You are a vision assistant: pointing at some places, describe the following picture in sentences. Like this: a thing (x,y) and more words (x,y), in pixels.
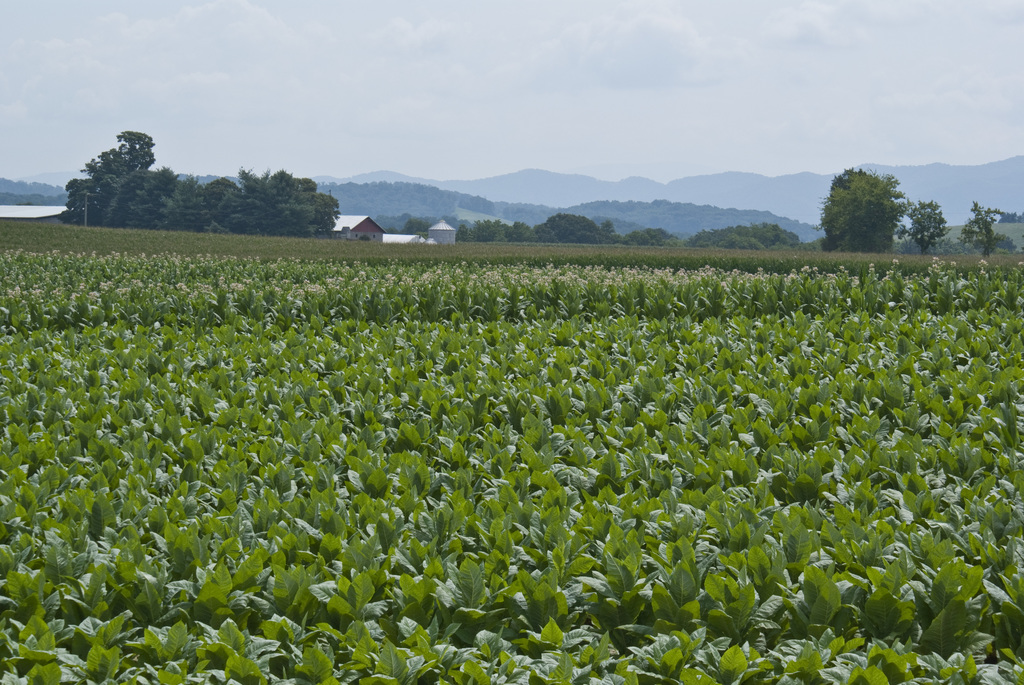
In the picture we can see a crop surface (914,516) with full of plants (922,501) and far away from it, we can see some trees (295,219), houses (436,234), and behind it also we can see full of trees (478,239), hills (419,202) and sky (601,144) with clouds (716,2).
